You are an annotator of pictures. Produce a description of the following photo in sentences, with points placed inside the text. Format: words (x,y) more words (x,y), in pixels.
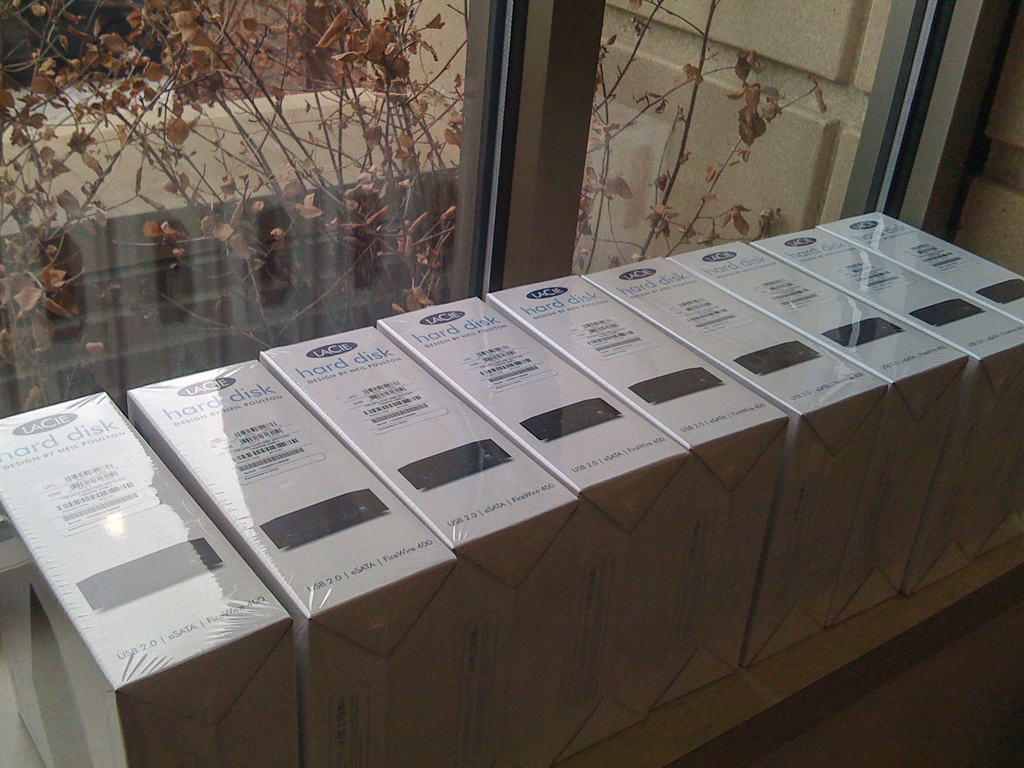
In the center of the image (532,314), we can see some boxes (463,398) and in the background (428,126), there is a window (468,115) and through the window (276,83) we can see a tree (212,99) with leaves (196,35).
